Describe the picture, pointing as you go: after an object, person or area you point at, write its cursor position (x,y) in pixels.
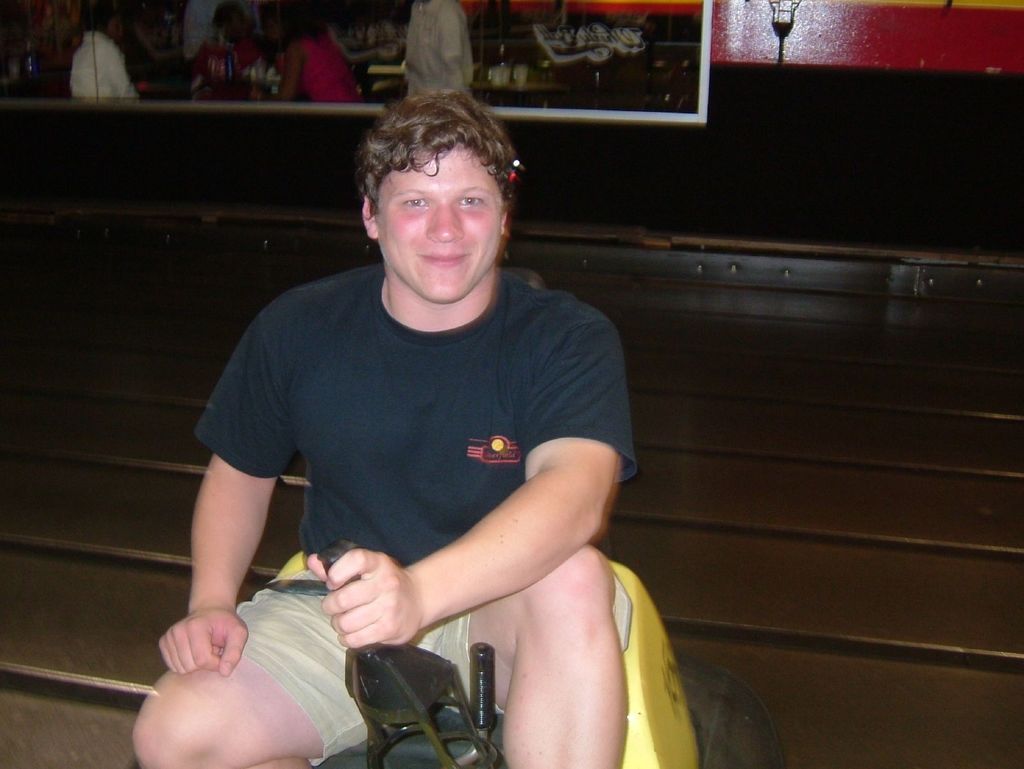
In the center of the image (415,337) we can see a man (541,507) is sitting in a bumper car (636,637) and holding an object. In the background of the image (704,86) we can see a board (644,118), wall (762,91) and light (778,24).
